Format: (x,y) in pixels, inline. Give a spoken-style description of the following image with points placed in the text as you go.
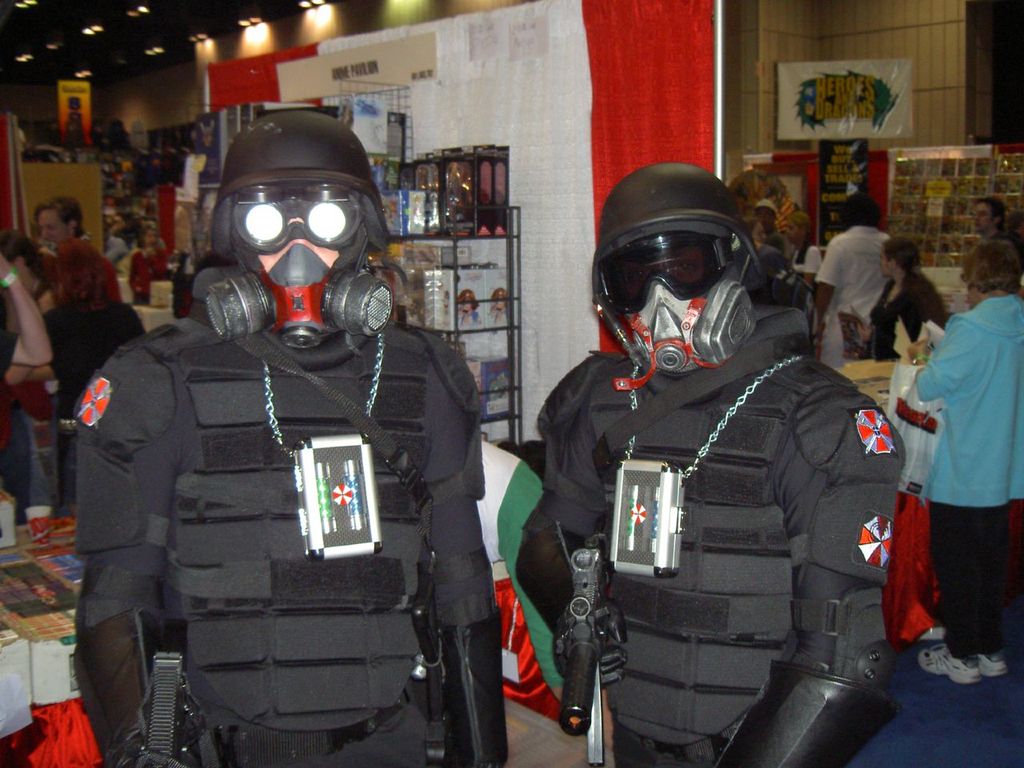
In this picture I can see few people (882,347) are standing and couple of them (551,494) wore masks (668,343) and holding guns (166,714) in their hands (558,638) and I can see few books (404,209) in the racks (404,116) and few tables (885,389) and I can see lights (152,54) to the ceiling (62,21).
